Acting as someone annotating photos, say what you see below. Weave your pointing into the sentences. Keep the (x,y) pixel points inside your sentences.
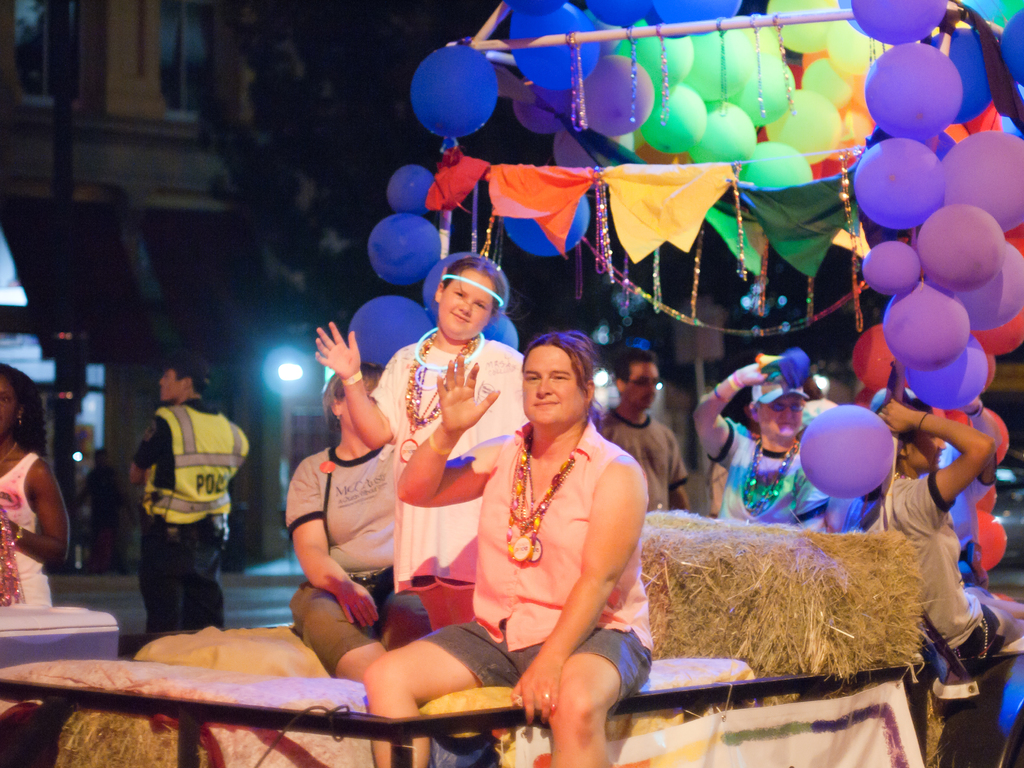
In this image I can see few persons (446,505) sitting, few balloons (866,434) which are purple, red, blue, green and yellow in color. In the background (26,484) I can see few persons (40,484) standing, a vehicle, a building (93,303), a light (289,370) and few trees (278,200).
